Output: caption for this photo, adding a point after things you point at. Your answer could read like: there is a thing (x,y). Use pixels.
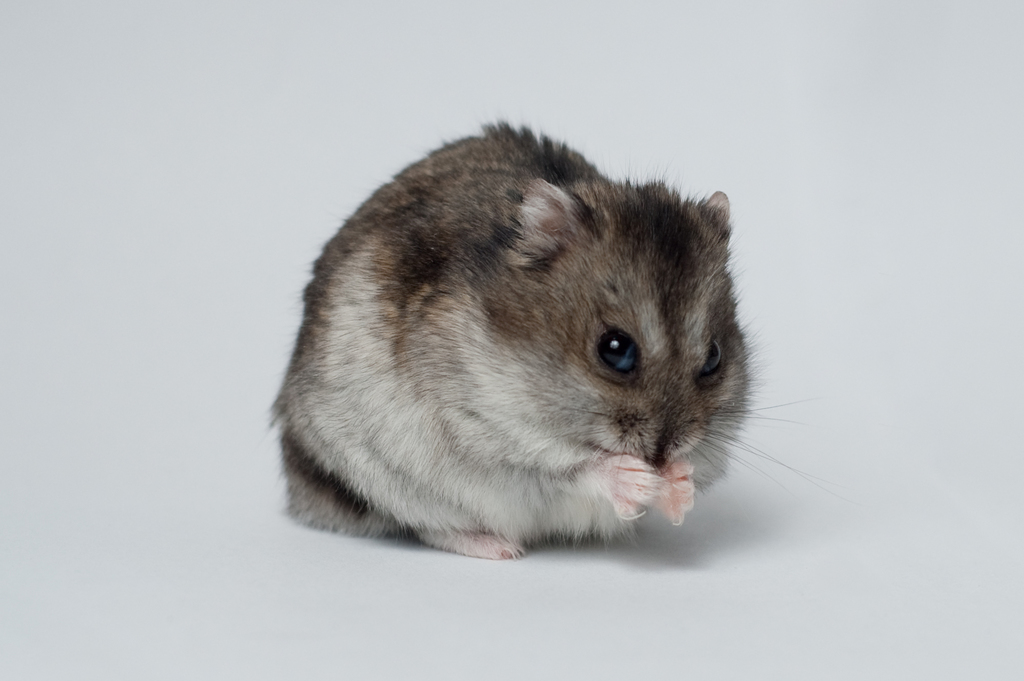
This image consists of a hamster (286,393). It is sitting on the floor (285,600). The floor (233,547) is in white color.
